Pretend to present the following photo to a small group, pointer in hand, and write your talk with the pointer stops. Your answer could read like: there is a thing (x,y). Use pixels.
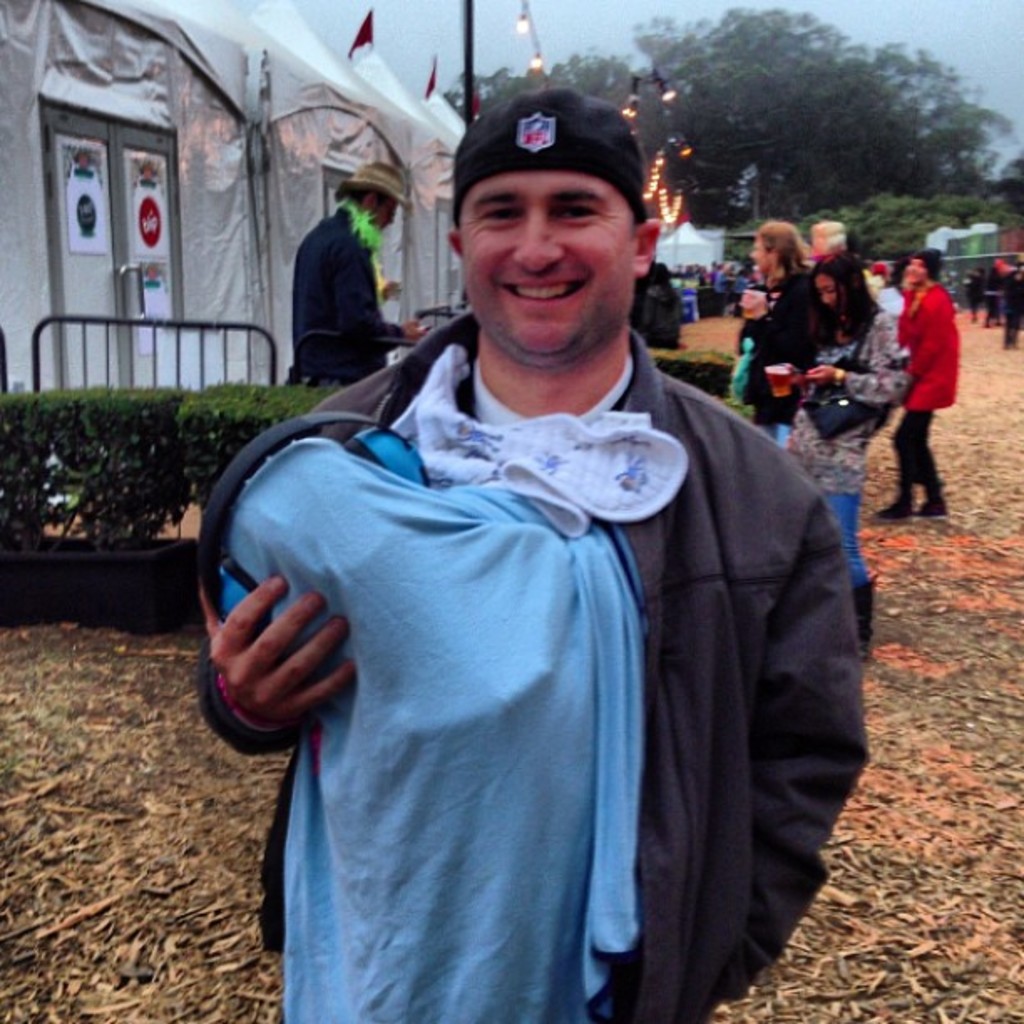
In this image I can see a person (825,753) standing and the person (783,545) is wearing gray color jacket (793,726) and holding a blue color cloth (508,600). Background (827,444) I can see few other persons (943,406) standing, a tent (284,202) in white color, flags (430,94) in red color, few lights (522,20), trees (706,60) in green color and the sky (449,32) is in white color.
